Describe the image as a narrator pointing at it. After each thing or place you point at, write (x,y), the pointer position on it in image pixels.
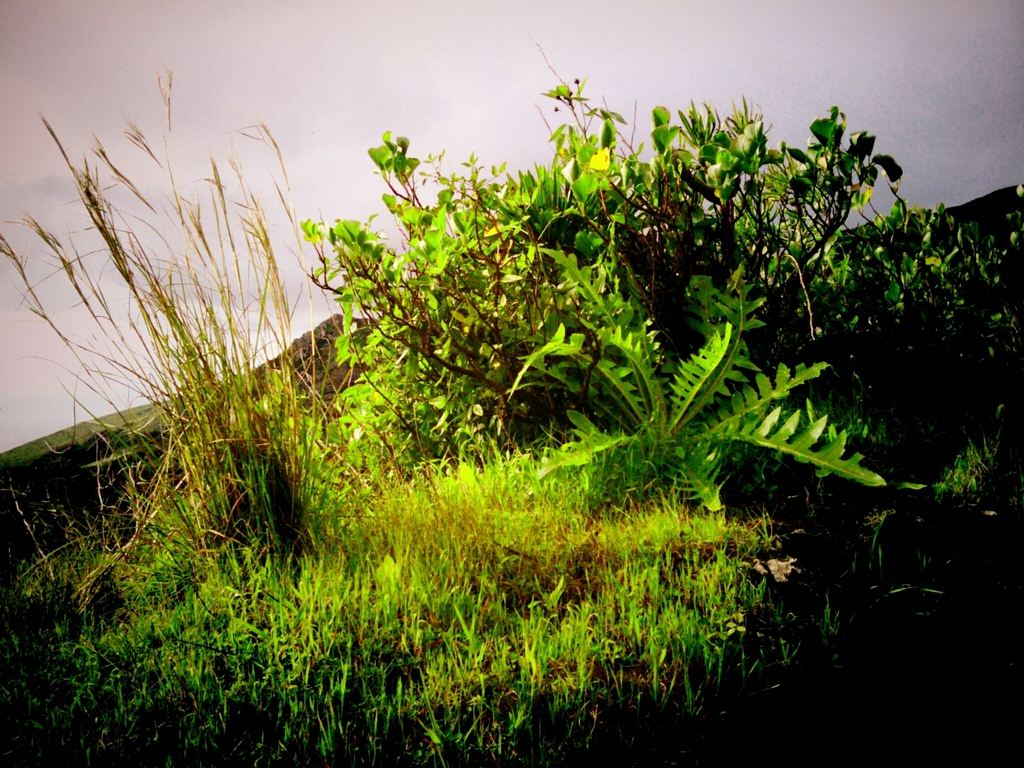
The picture consists of plants (606,388), grass (286,454). The sky (563,73) is cloudy.
